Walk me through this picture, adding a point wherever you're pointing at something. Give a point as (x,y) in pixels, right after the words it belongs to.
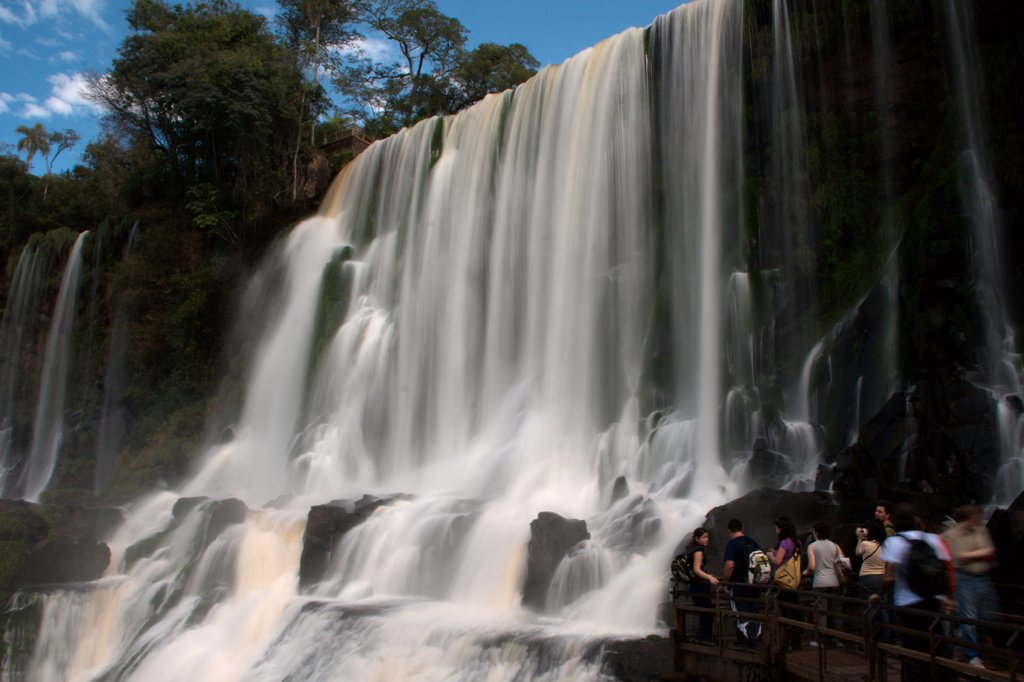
In this image there is a waterfall (368,349), in the bottom right (940,672) there is a bridge (711,641), on that bridge (681,610) there are people (893,605), in the top left (228,222) there are trees (152,139) and blue sky (491,4).
